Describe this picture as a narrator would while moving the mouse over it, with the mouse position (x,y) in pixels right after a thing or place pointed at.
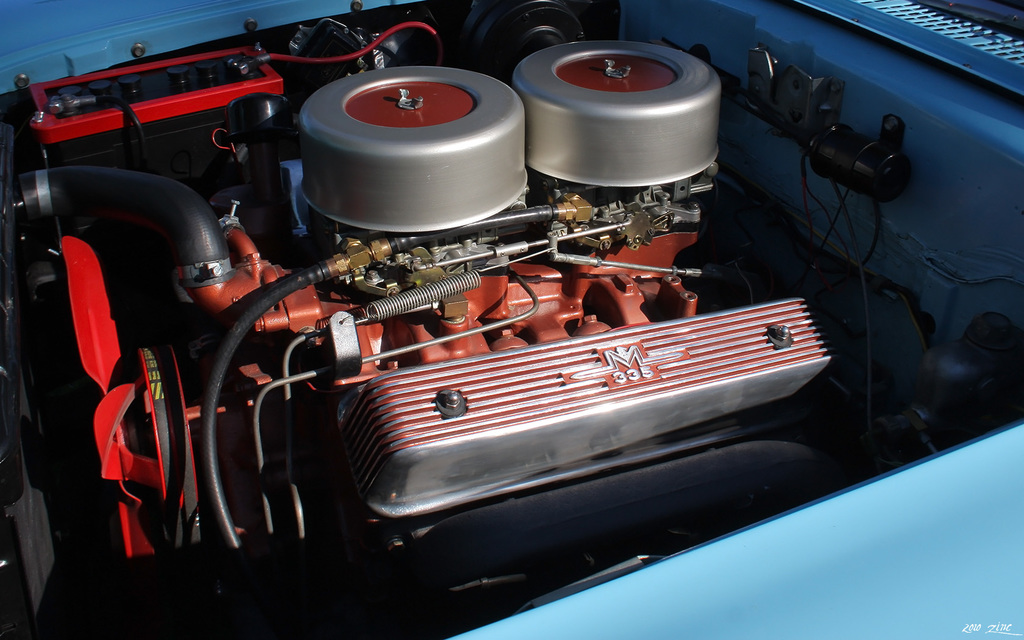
In this picture I can see machine (574,298) which has wires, pipes (228,355) and other objects (746,366) attached to it.
